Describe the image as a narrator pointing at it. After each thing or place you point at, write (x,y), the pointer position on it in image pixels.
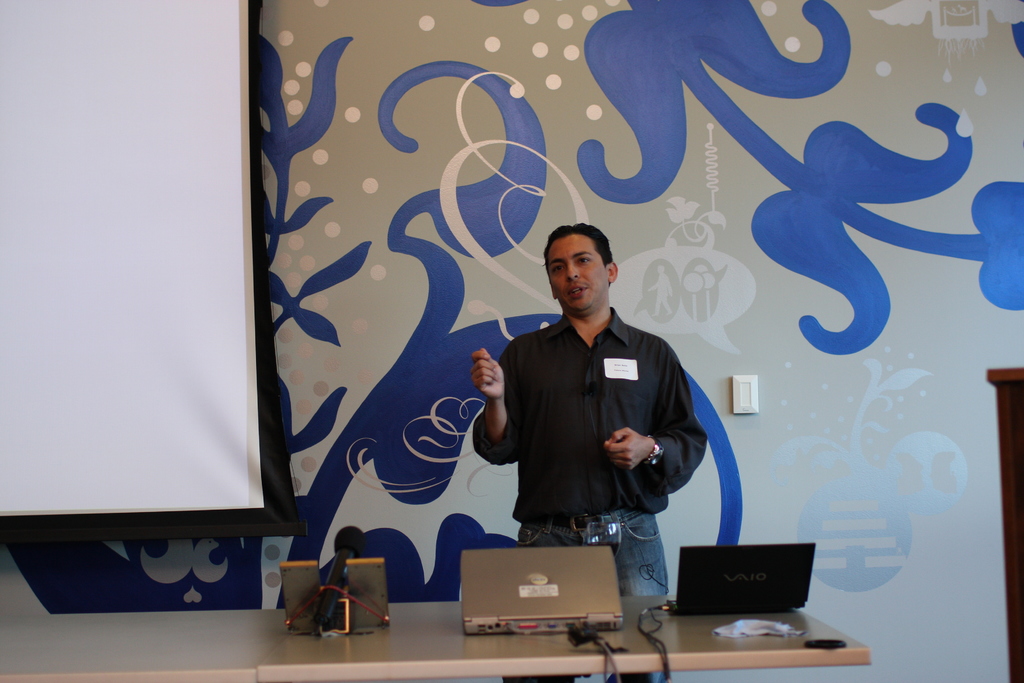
In this image we can see a man (635,489) is standing. He is wearing a black color shirt (600,417) with jeans (626,514). In front of the man (626,480), table (111,668) is present. On the table (140,631), we can see laptops (730,571), wires (611,649) and one object (335,586). In the background (748,405), there is a switchboard (740,391) attached to the wall (449,224) and one big screen (228,279) is present.
